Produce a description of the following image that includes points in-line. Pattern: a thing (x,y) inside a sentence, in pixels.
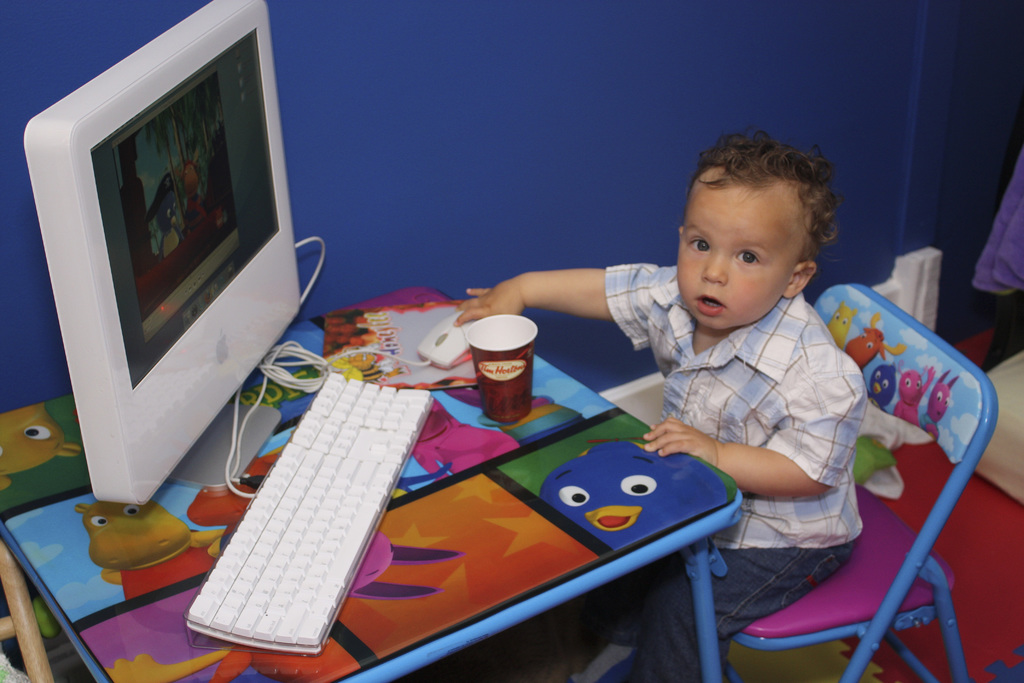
In this picture there is a small boy (711,220) on the chair (871,304) on the right side of the image (696,448), there is a desk (691,510) in front of him, on which there is a keyboard (381,448), mouse (445,343), monitor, and a glass (493,389) in the image.
